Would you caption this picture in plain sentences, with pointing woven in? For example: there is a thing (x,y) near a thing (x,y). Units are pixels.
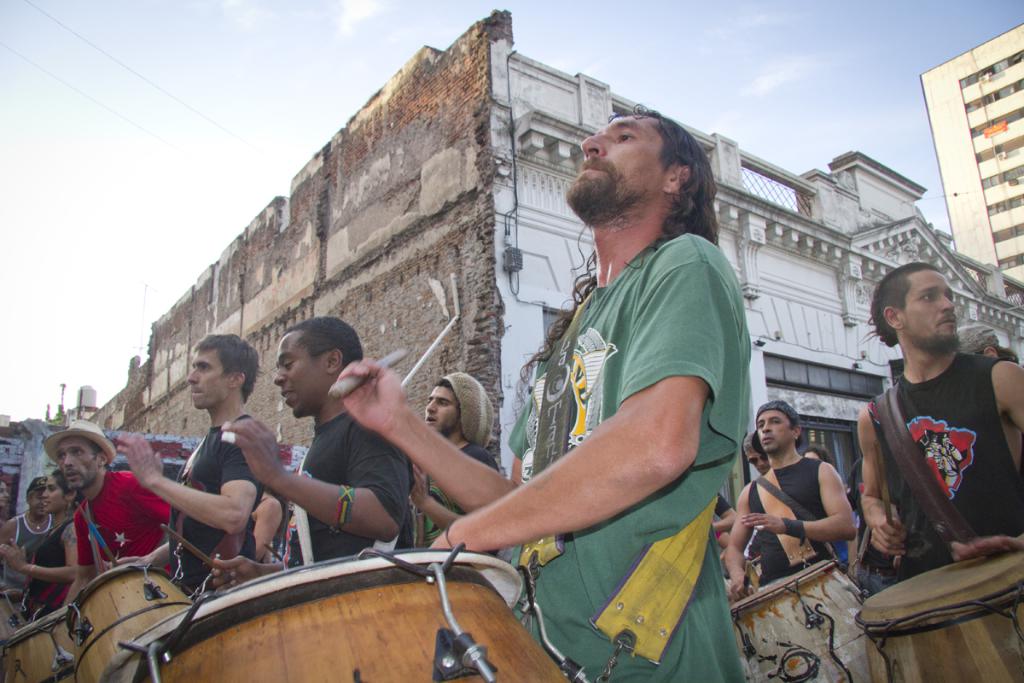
In this picture there are a group of people (214,356) standing and playing the drums (251,640), there is also a stick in their hand (367,384) and in the background (456,227) as a building (486,207) the some people (105,491) were wearing hats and in the sky (657,64) is clear.
